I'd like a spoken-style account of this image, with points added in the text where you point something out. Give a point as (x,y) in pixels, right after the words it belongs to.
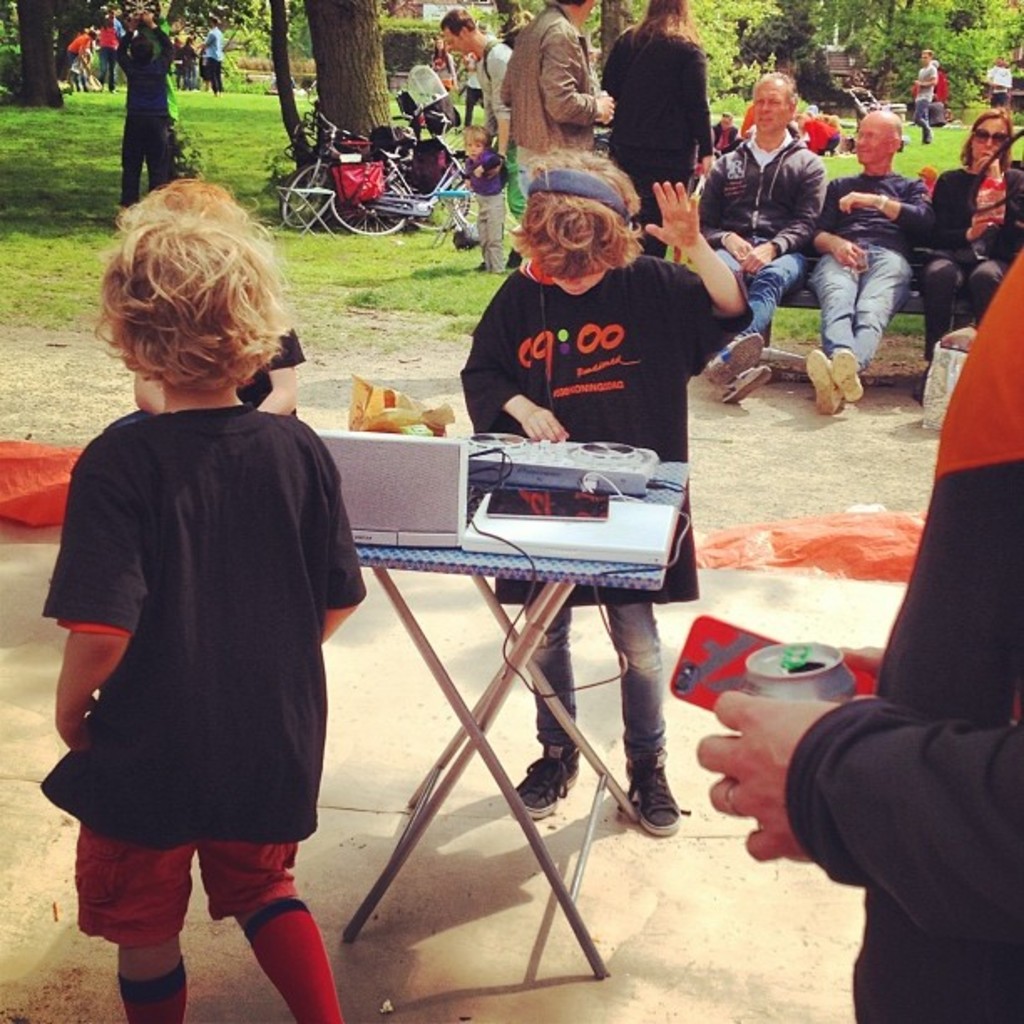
In the foreground of the picture (442,536) there are kids (291,500), music control system (642,492), table (614,566), cable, covers (868,570) and a person (788,701) holding mobile (702,662) and tin (816,654). In the center of the picture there are bicycles (412,87), people (936,256), bench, grass (357,253) and soil (354,342). In the background (269,43) there are trees (925,40), people (551,35), grass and other objects (837,66).
